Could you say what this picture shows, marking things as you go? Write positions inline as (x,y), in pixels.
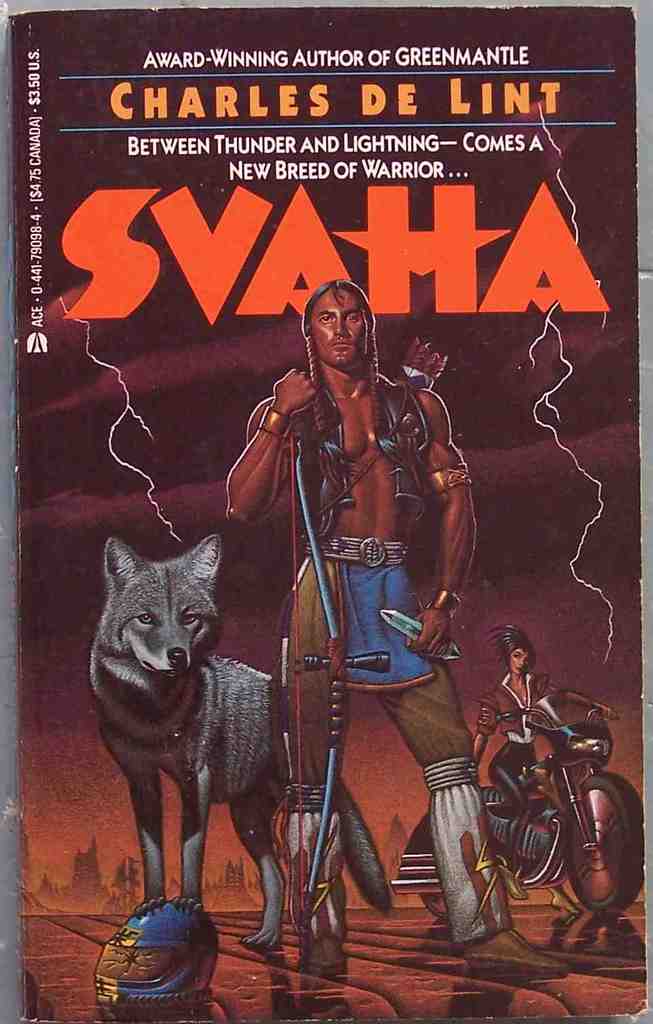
In this image, I can see a book cover (96,871) with the words (186,238) and a picture (150,663) of people (502,752), wolf (236,753), motorbike (549,760) and a helmet (186,944).
